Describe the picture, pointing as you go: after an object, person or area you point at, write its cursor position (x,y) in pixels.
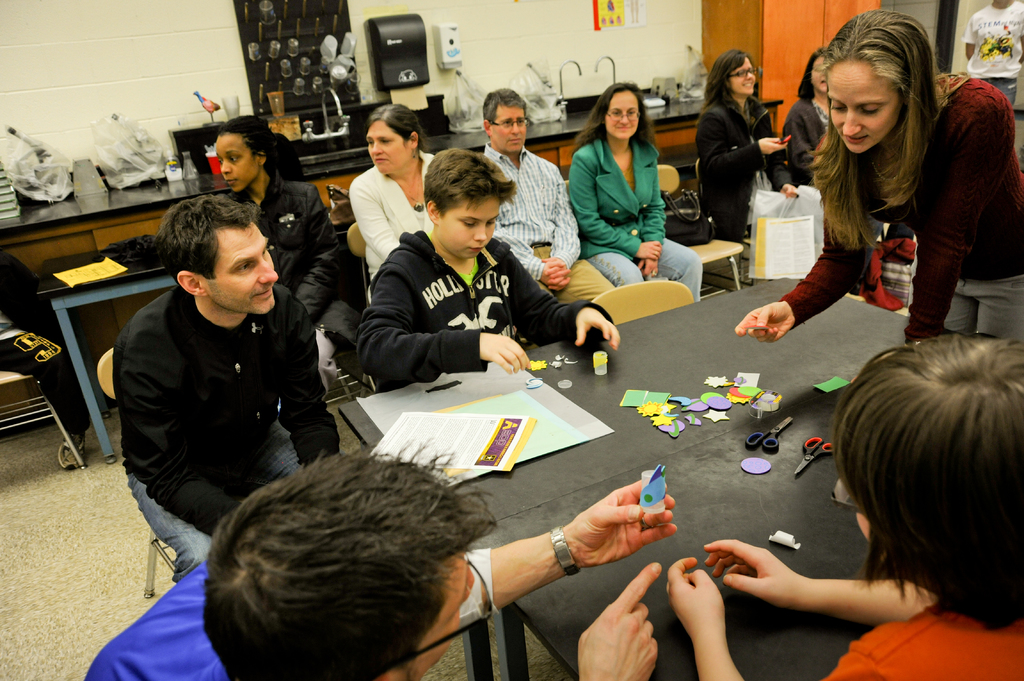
In this image I can see in the middle (573,265) a group of people (682,265) are sitting on the chairs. On the right side (886,89) there are scissors (812,447) on the table (759,425) and a woman (798,303) is standing.
